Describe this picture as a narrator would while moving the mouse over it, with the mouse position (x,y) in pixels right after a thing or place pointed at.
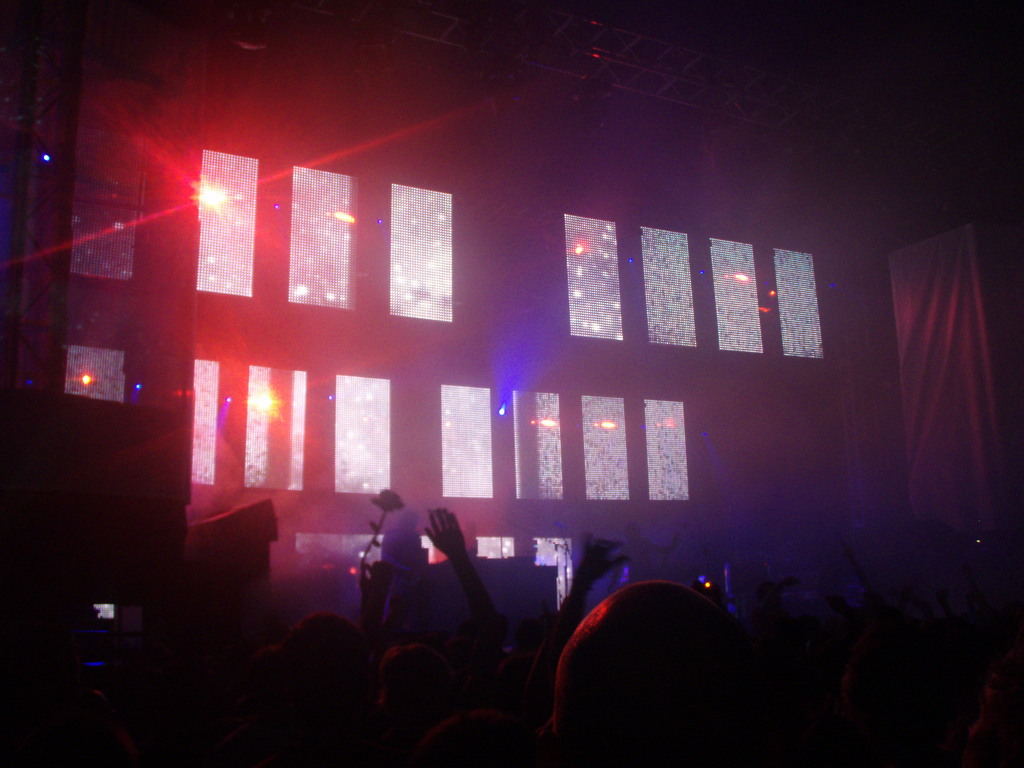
In the foreground of the image (618,685) there are some group of persons (642,695) standing on the ground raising their hands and in the background of the image (505,588) there are some group of persons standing on the stage (532,580) playing some musical instruments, there are some lights (263,413) and some screen (293,431).
